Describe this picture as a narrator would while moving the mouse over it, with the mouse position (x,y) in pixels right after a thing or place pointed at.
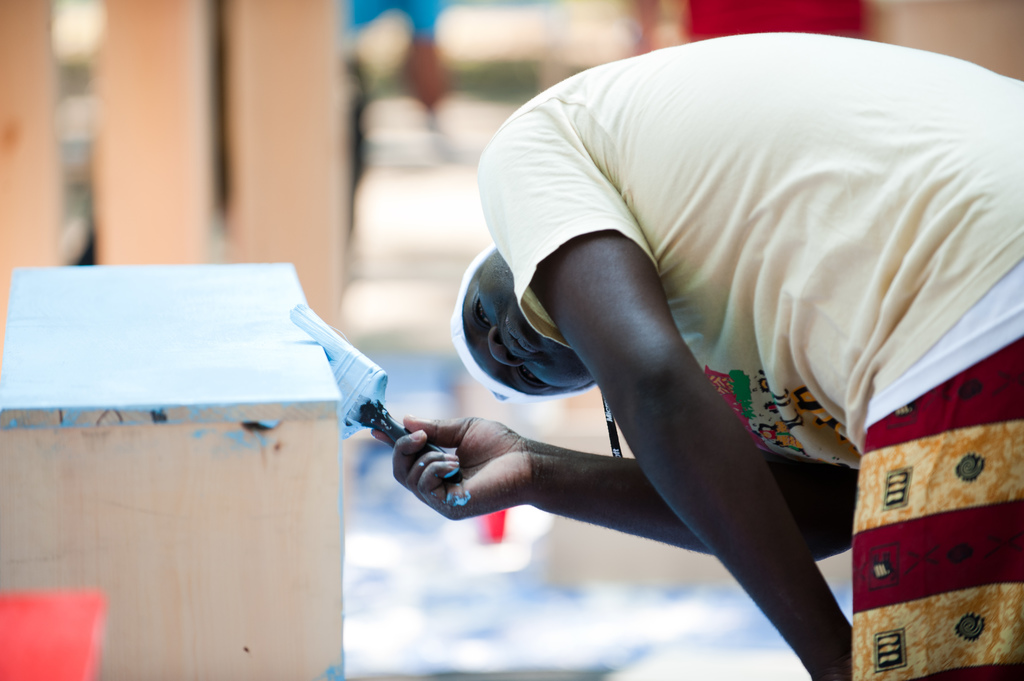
In the image a person (970,91) is standing and holding a brush (315,316). In the bottom left side of the image (234,638) there is a table (169,298). Behind the table (182,298) the image is blur.
